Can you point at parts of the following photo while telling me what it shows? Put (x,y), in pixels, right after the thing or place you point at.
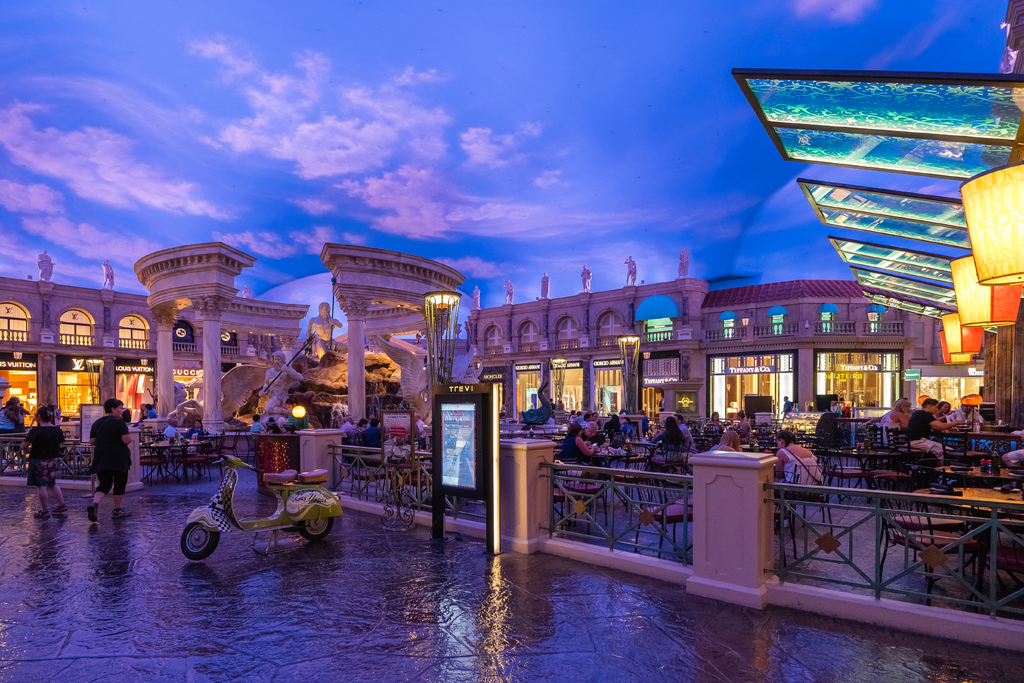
In the background of the image (502,317) there is a building (502,317). There are statues (318,320). There are people (664,429) sitting on chairs (695,444). There are tables (623,451). There is a fencing (415,463). At the bottom of the image (368,599) there is floor (229,590). there is a vehicle (214,513). At the top of the image (375,165) there is sky (118,140) and clouds (61,154).
